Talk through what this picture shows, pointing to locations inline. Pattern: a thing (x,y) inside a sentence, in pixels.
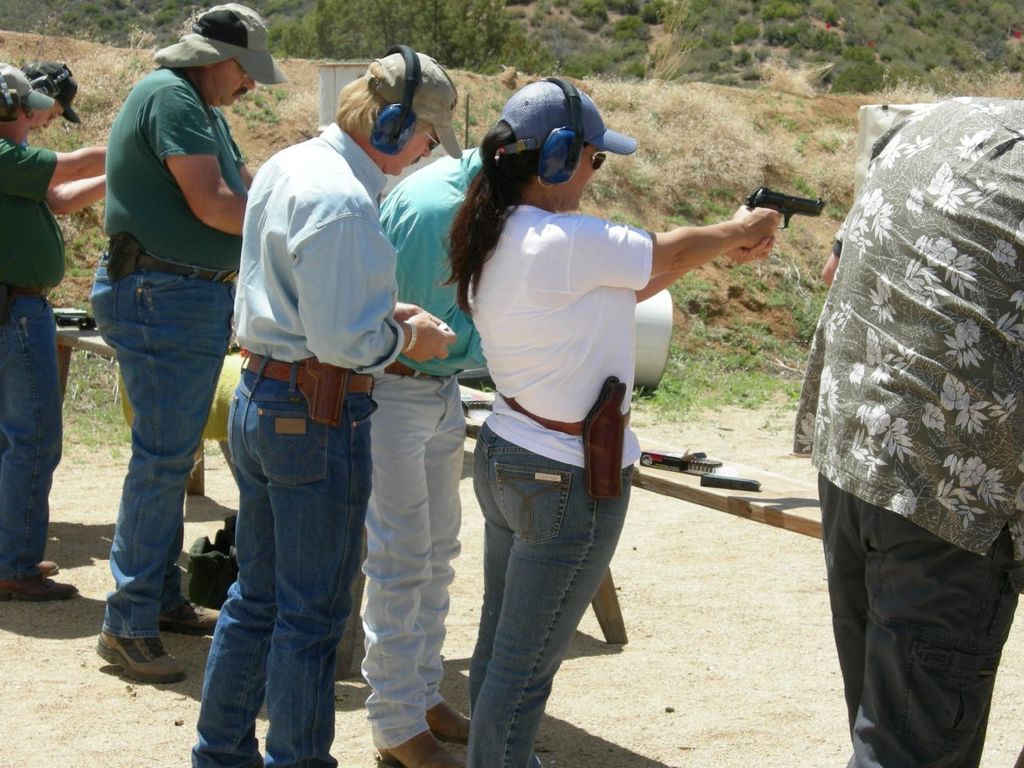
In the image there are few men (190,231) and women (459,267) standing in the front (538,155) with headphones (550,151) and caps (590,102) holding gun (779,209), in front of them there is table (669,486) with magazines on it and over the background (955,32) there are plants (717,24) and dry grass (784,119) on the land (819,125).
